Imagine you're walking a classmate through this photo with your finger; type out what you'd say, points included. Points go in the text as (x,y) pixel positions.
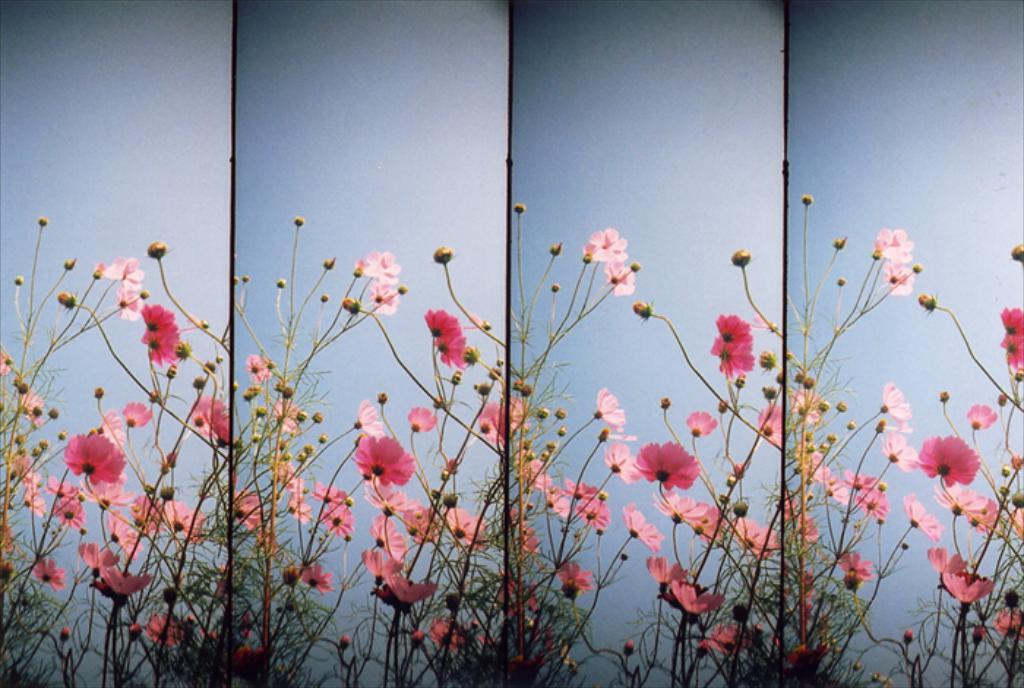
This is a collage of same image. In the image there is a plant (162,464) with flowers (156,362), buds (197,387) and branches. And there is a blue color background (909,143).
